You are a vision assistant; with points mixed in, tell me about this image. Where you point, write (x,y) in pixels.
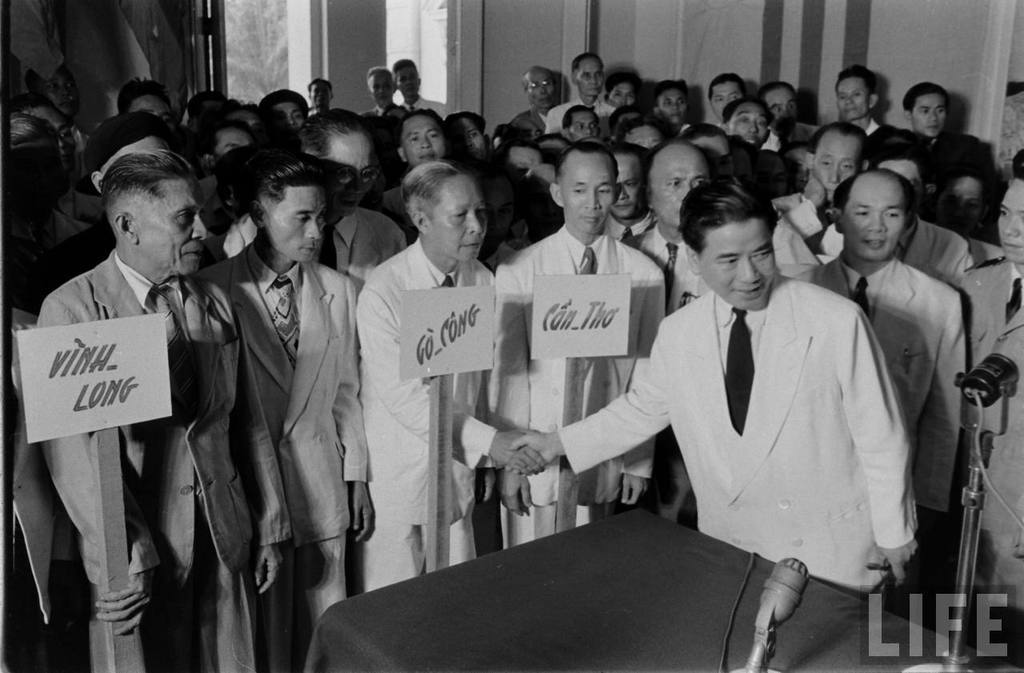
In this picture I can see a group of people (466,281) standing and I can see few boards (99,417) with text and a man (168,578) holding a board (126,370) with his hand (128,623) and I can see a table (618,666) with couple of a microphones (968,427) and can see a watermark (1001,627) at the bottom right corner of the picture (924,612) and I can see a tree (249,28).
